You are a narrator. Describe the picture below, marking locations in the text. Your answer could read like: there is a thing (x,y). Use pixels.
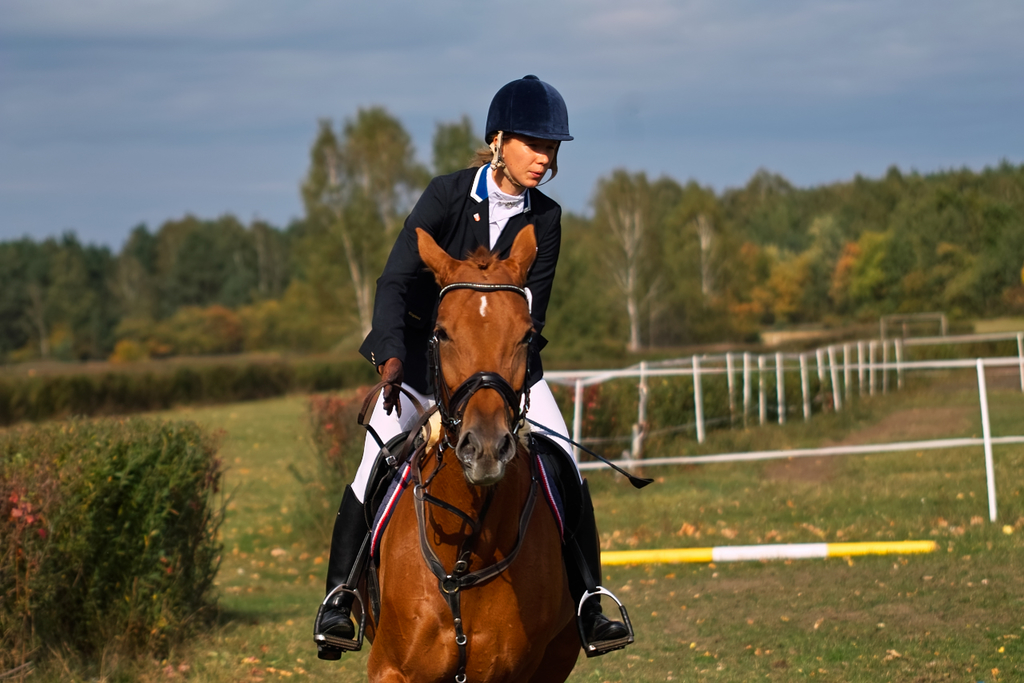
In this picture there is a girl (477,244) wearing blue color coat (452,227) and helmet (506,125) riding a brown color horse (485,532). Behind there is a white color fencing grill (744,379) and many trees (672,206).
